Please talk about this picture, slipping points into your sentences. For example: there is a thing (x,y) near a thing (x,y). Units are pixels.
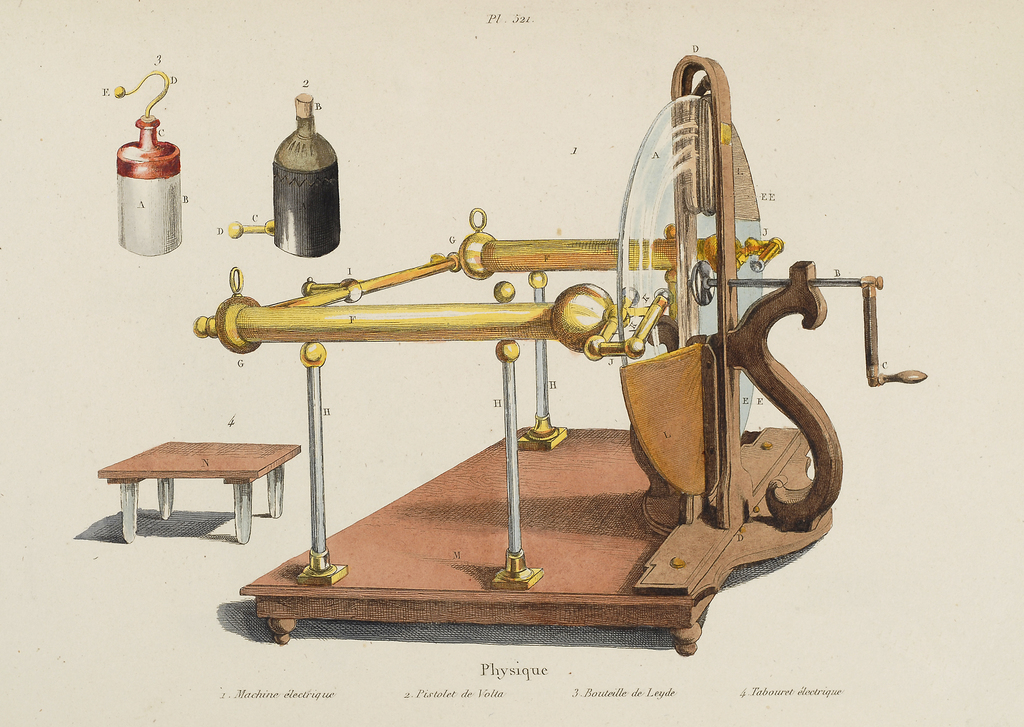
In this picture we can see poster (532,619). On the right (785,482) there is a machine (787,393). On the left (273,515) there is a table (277,449). On the top left (118,184) we can see two bottles (293,188).
